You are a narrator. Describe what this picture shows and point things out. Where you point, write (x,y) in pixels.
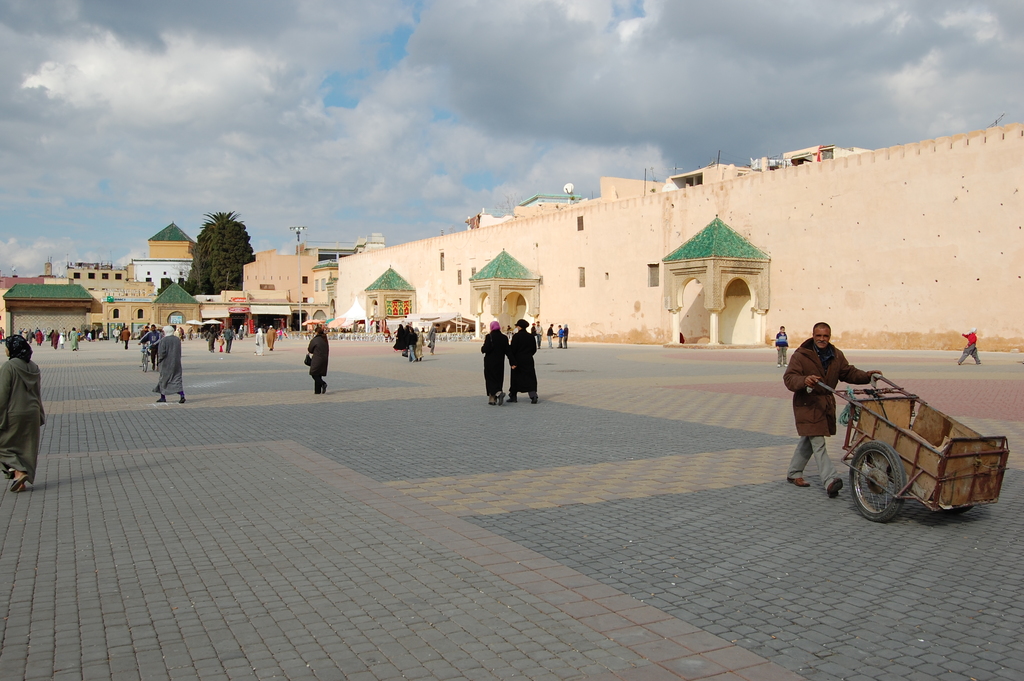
In the foreground of the picture (414,401) we can see people (23,453) and pavement (754,473). On the right (886,423) we can see a person (807,420) with a cart (919,427). In the middle of the picture (541,293) there are buildings (259,296), trees (248,255), streetlight (299,238), people (496,323) and various objects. At the top (316,134) it is sky (332,138). The sky (363,130) is cloudy.
